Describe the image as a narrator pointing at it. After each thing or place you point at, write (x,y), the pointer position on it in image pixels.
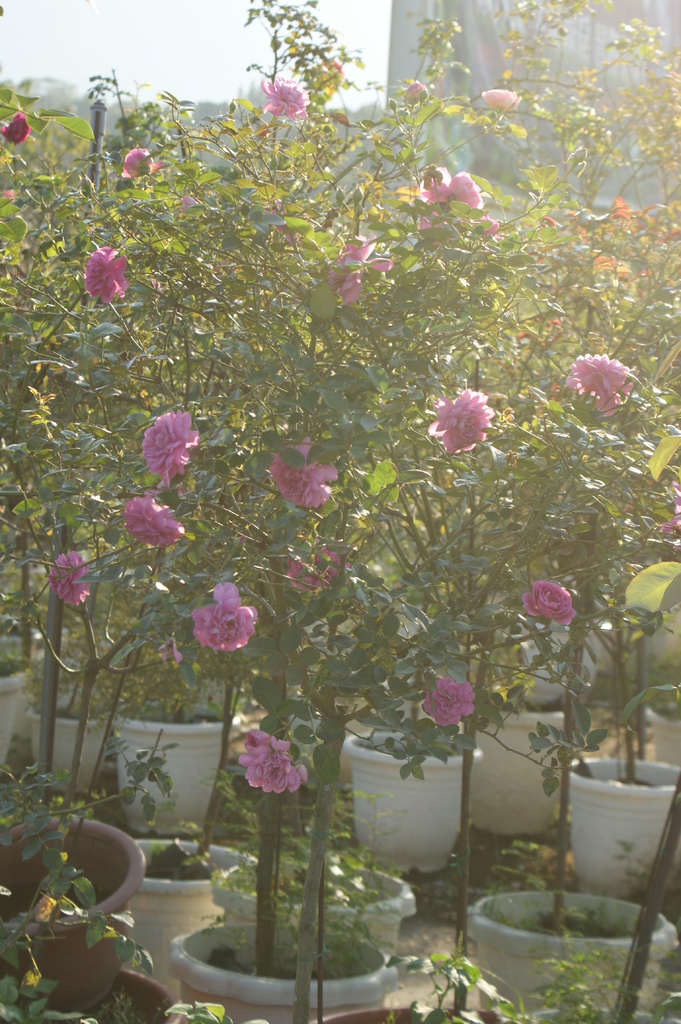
This picture is clicked outside. In the foreground (355,753) we can see the plants (147,663) in the pots (411,860) and the flowers (311,456) which are pink in color. In the background (207,0) there is a sky (183,35) and some other object (543,126).
